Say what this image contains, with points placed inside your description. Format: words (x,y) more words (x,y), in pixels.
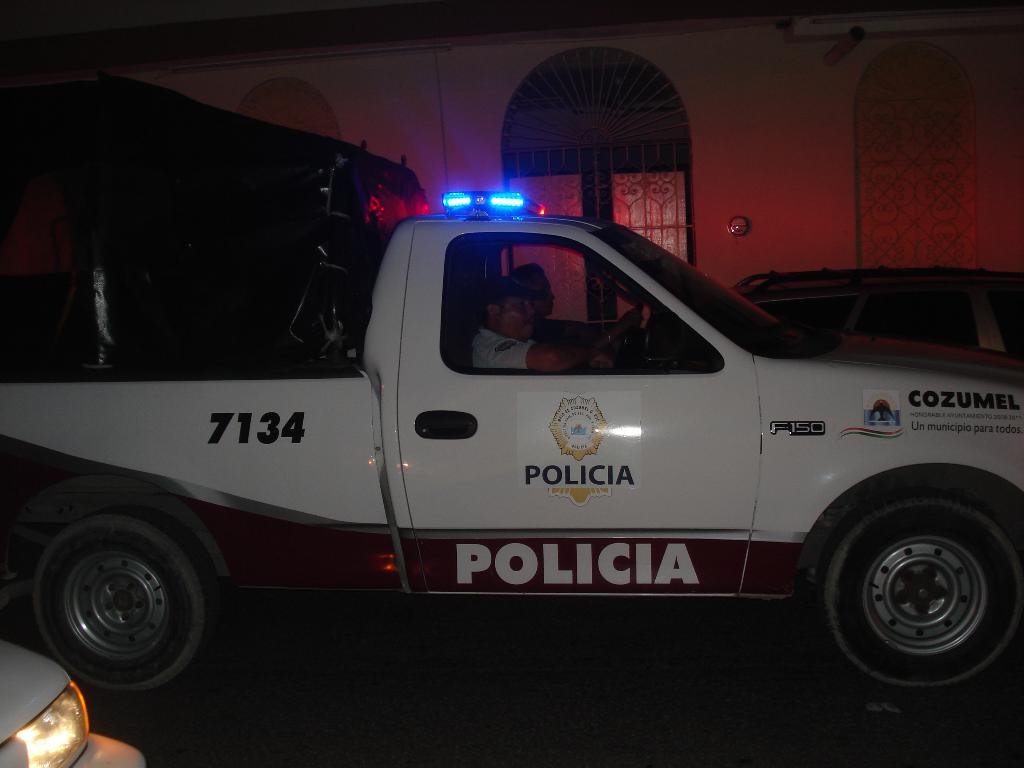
In the foreground (123,131) I can see a car (169,612) on the road (435,632) and two persons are sitting. In the background (985,196) I can see a building wall (354,111) and a door (663,101). This image is taken during night.
